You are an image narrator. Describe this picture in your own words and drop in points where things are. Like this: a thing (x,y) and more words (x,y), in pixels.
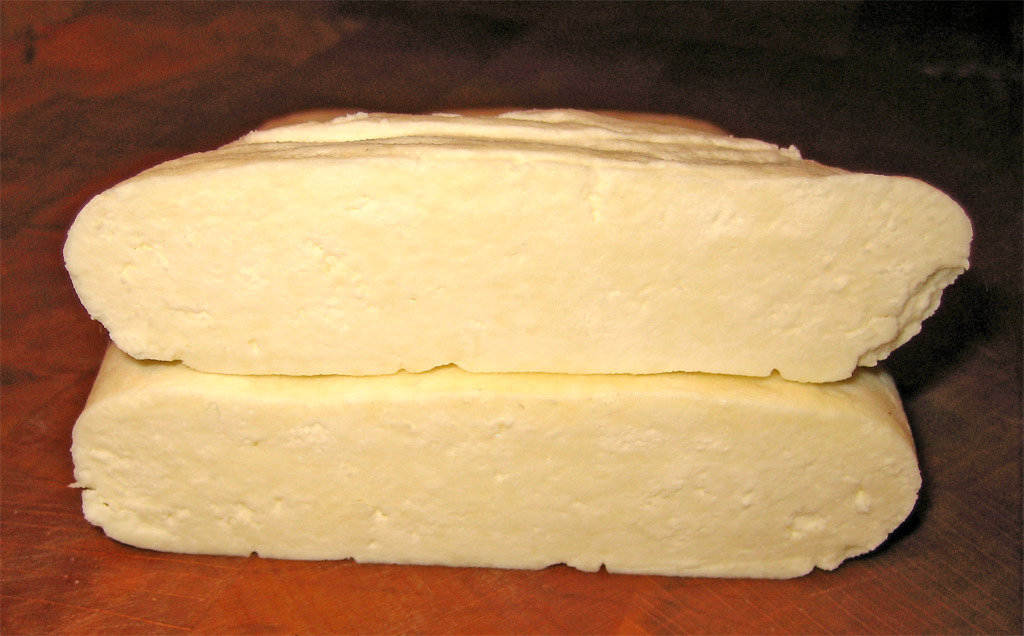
In the picture we can see two blocks of cheese (877,317) on the table (230,605).
